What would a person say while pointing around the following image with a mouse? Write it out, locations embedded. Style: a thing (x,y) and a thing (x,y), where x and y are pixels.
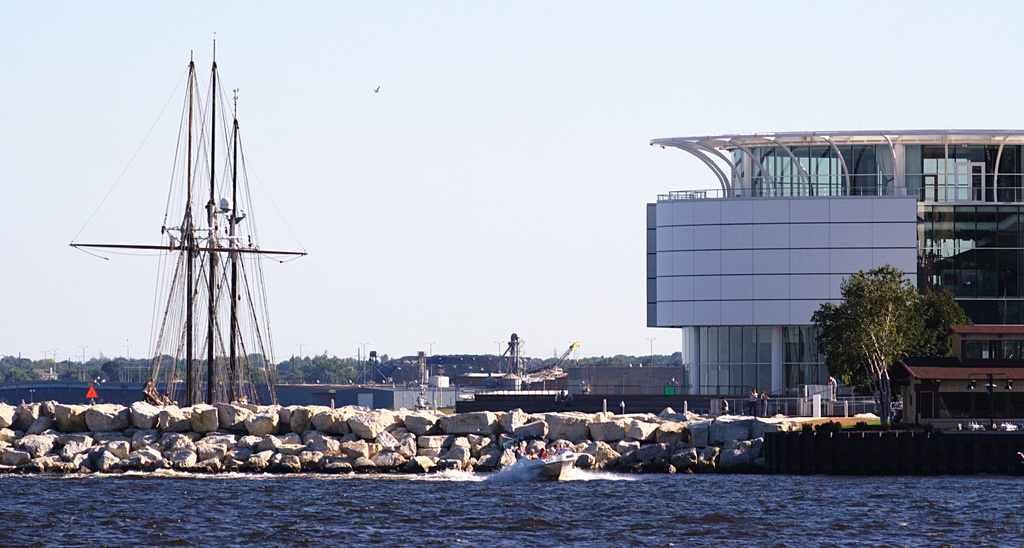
In this image I can see the water (358,517) in blue color. To the side of the water (480,518) I can see many rocks (466,427) and railing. In the background (236,361) I can see the poles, many trees (877,361) and the building (791,296). I can also see the sky (296,192) in the back (162,177).
